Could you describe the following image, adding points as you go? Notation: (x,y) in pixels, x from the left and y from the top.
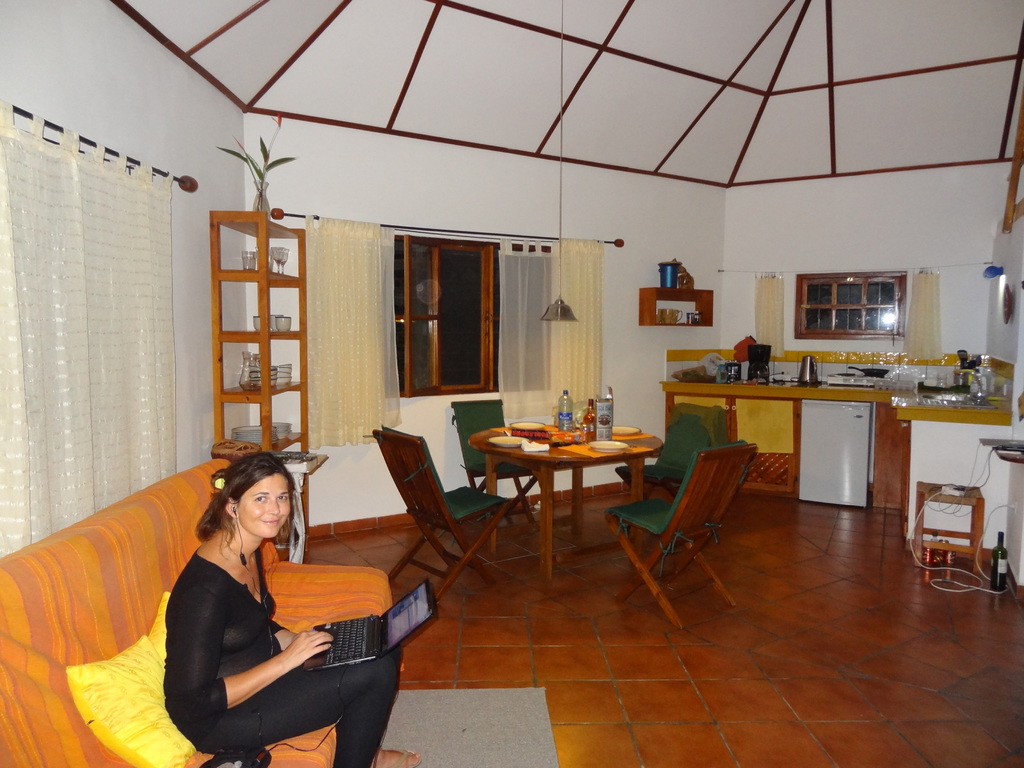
In this image, There is a floor (839,697) which is in brown color, In the center (681,512) there are some chairs (505,502) in brown color, There is a table (638,450) yellow color on that table (541,465) there are some bottles (589,421) and there are plates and in the left side of the image (104,575) there is a sofa (141,546) of orange color on that sofa (125,554) is sitting and she is holding a laptop (373,631) which is in black color, In the right side (835,420) there is a fridge (848,424) which is in white color, In the top (622,100) there is a ceiling (604,101) of white color and there are some brown color beams (572,98).
